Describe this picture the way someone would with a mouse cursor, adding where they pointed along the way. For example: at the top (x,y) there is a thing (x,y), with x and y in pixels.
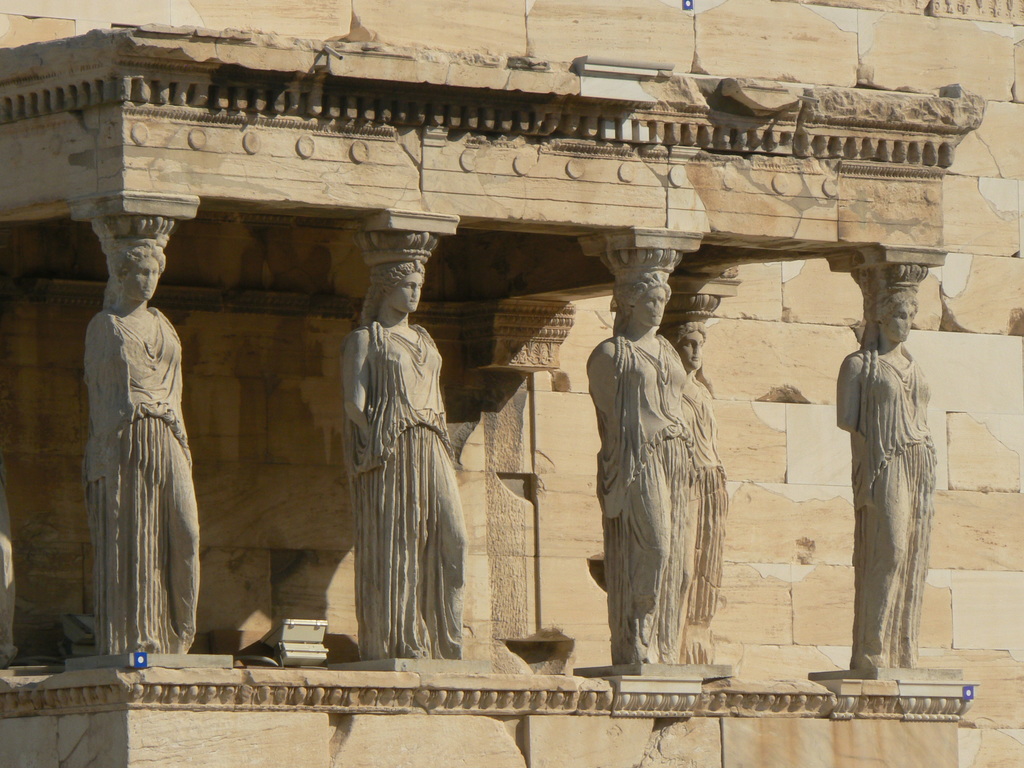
In this image we can see some statues (426,488) which are attached to the wall (331,449) and in the background of the image (32,593) there is a wall (16,592).
